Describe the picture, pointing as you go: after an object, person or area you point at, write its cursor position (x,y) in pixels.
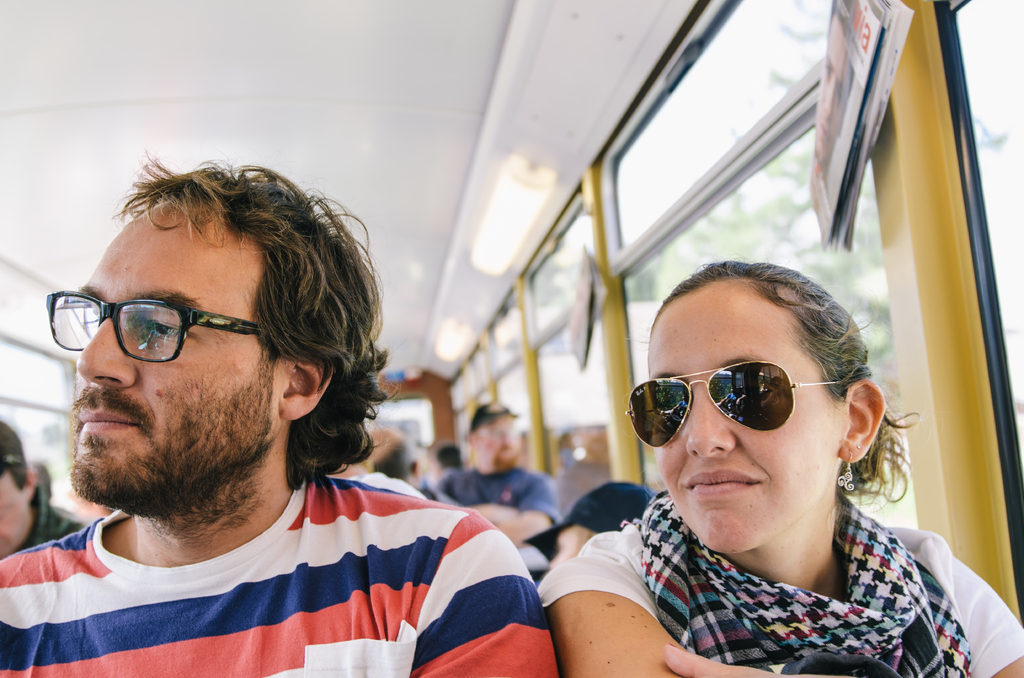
This image taken from inside the bus (406,243). In this image there are a few people (456,469) sitting in their seats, beside them there is a glass window (667,295) and papers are hanging. At the top of the image (509,215) there are few lights (517,202), through the window (1014,257) we can see there are trees (747,248).
